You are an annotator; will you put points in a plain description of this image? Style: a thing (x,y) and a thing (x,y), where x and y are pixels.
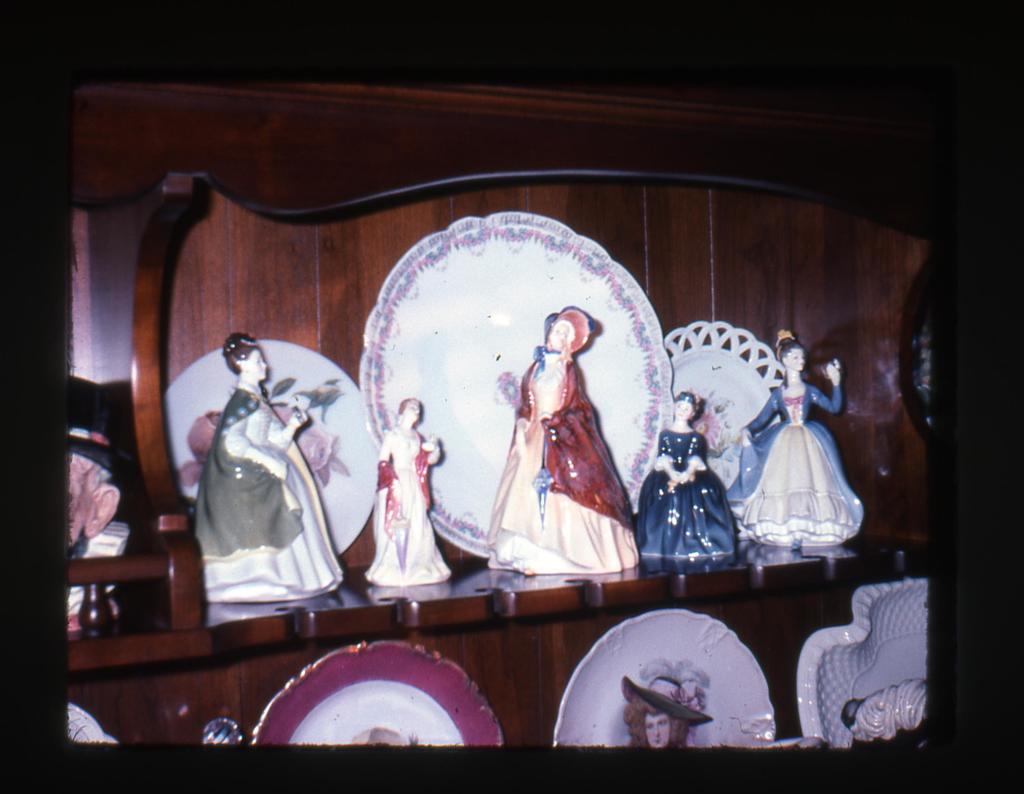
In this image, we can see there are plates (202,432) and statues (783,360) arranged on the shelves (903,360). And the background (983,569) is dark in color.
